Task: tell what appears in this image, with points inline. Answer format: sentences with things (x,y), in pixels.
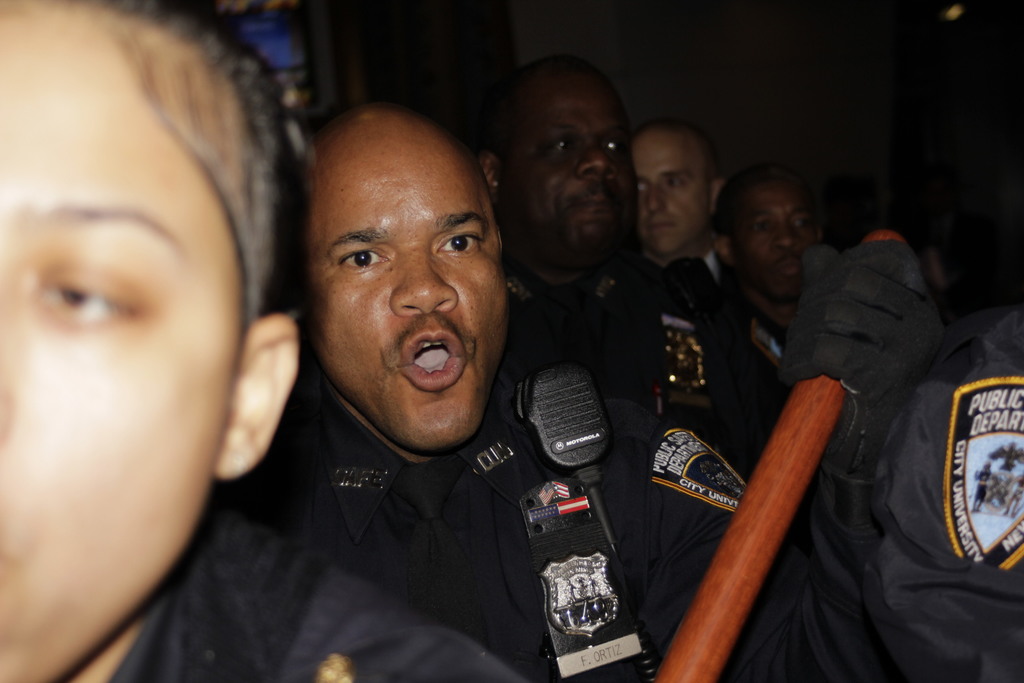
In this image we can see a group of persons (503,544), and the person (663,519) in the middle (494,397) is holding a wooden object (733,552).
